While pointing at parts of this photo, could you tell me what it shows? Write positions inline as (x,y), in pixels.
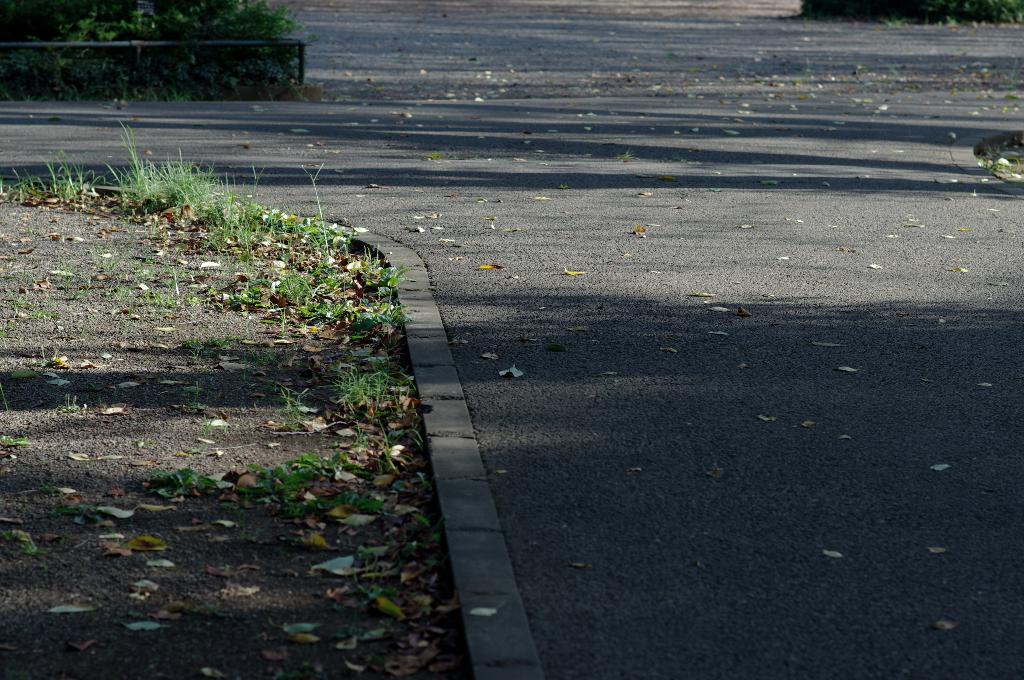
In this picture we can see a road (576,420), here we can see a fence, plants (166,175), grass (175,280) and dried leaves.
